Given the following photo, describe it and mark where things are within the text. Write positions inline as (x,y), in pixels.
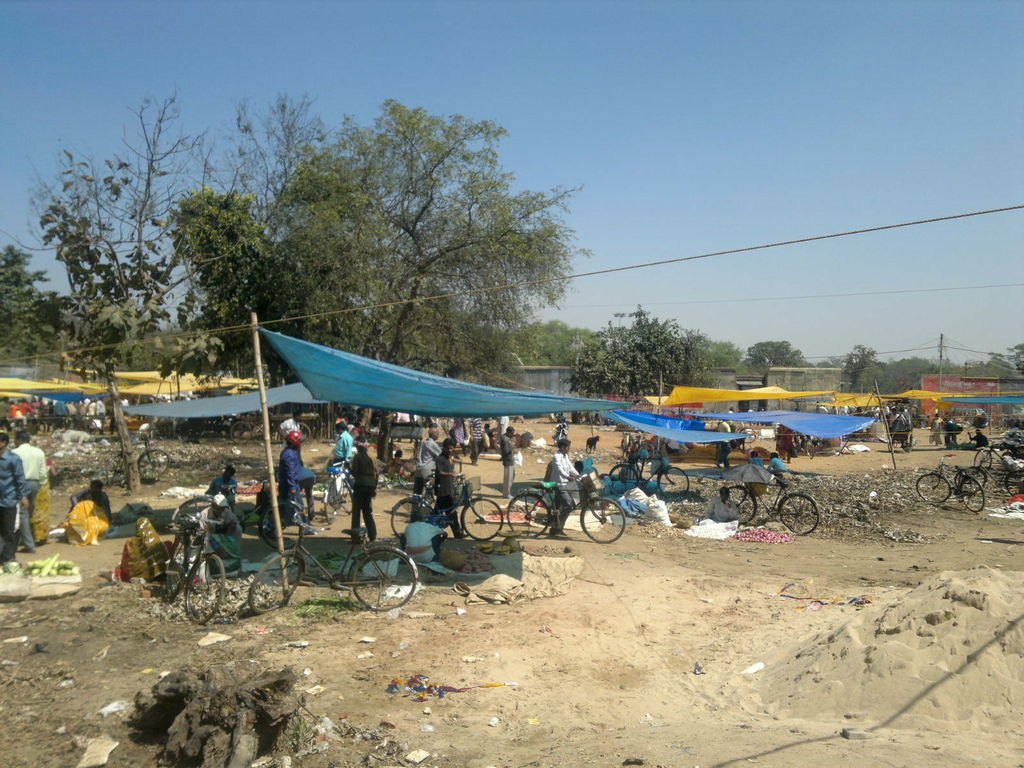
There are few people (224,518) sitting and standing. These are the bicycles (476,522). I can see the sheets (553,410) hanging. These are the trees (243,315). There are few people (574,485) holding bicycles (455,503) and walking. This looks like a current pole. I think this is a market (534,500).
